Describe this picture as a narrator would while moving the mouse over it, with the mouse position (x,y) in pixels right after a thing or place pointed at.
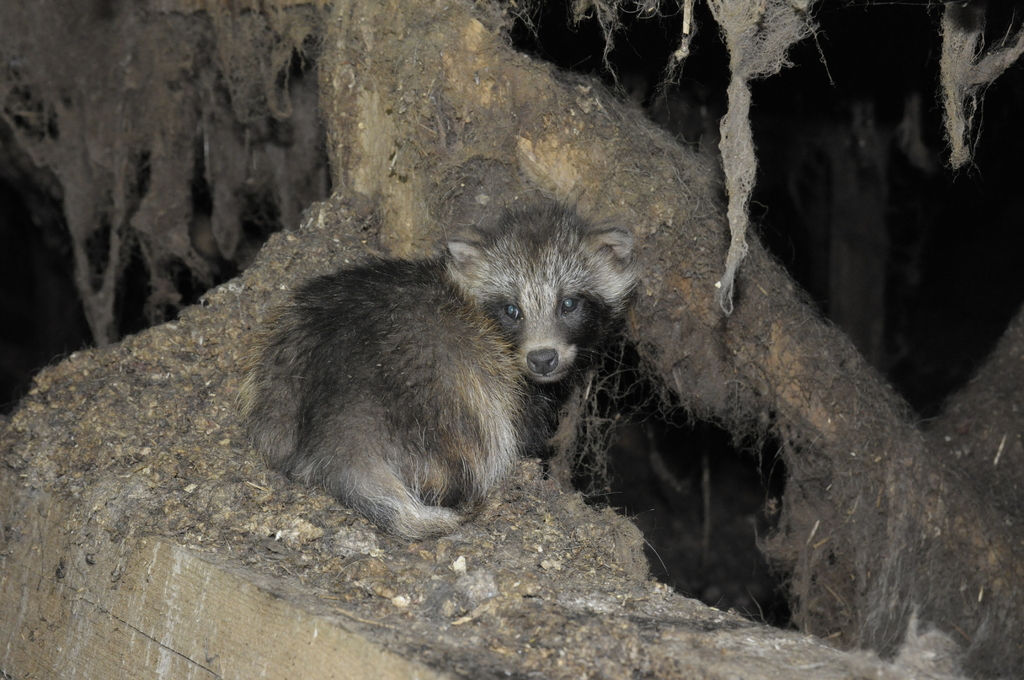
In this image we can see an animal (338,485) sitting on the ground (506,567).
